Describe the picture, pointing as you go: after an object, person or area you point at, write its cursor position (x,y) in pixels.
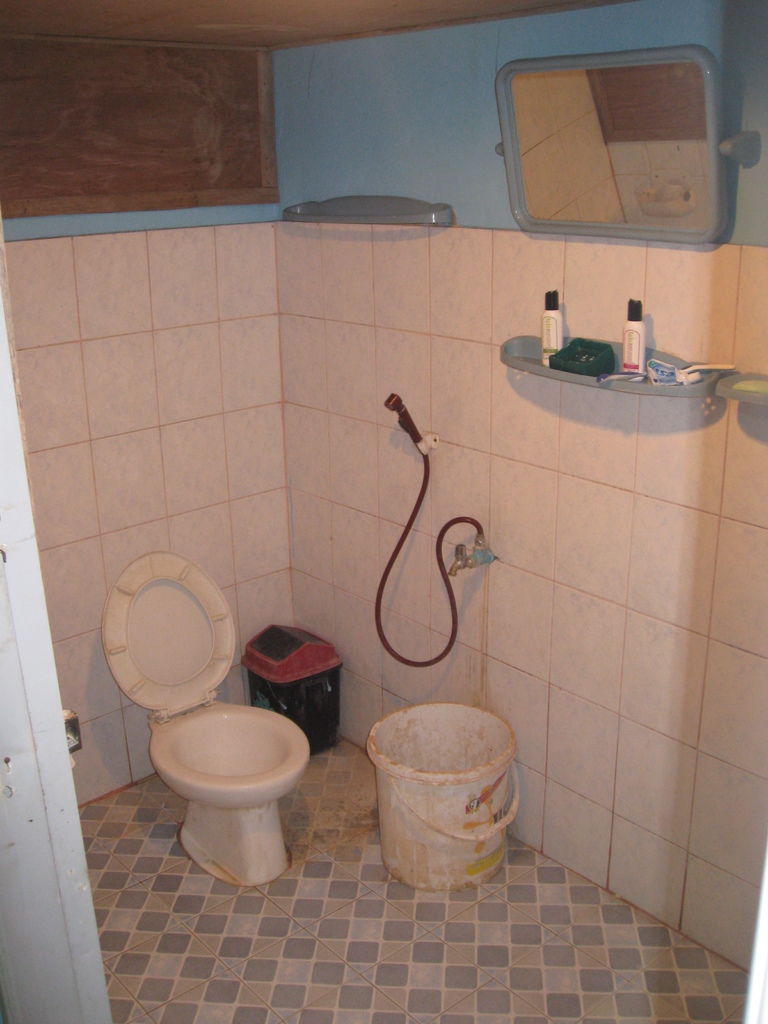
This is washroom (244,556). Here we can see a commode (260,780), bucket (419,728), bin (328,694), pipe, tap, bottles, and a mirror (666,183). This is floor (397,948) and there is wall (419,379).
